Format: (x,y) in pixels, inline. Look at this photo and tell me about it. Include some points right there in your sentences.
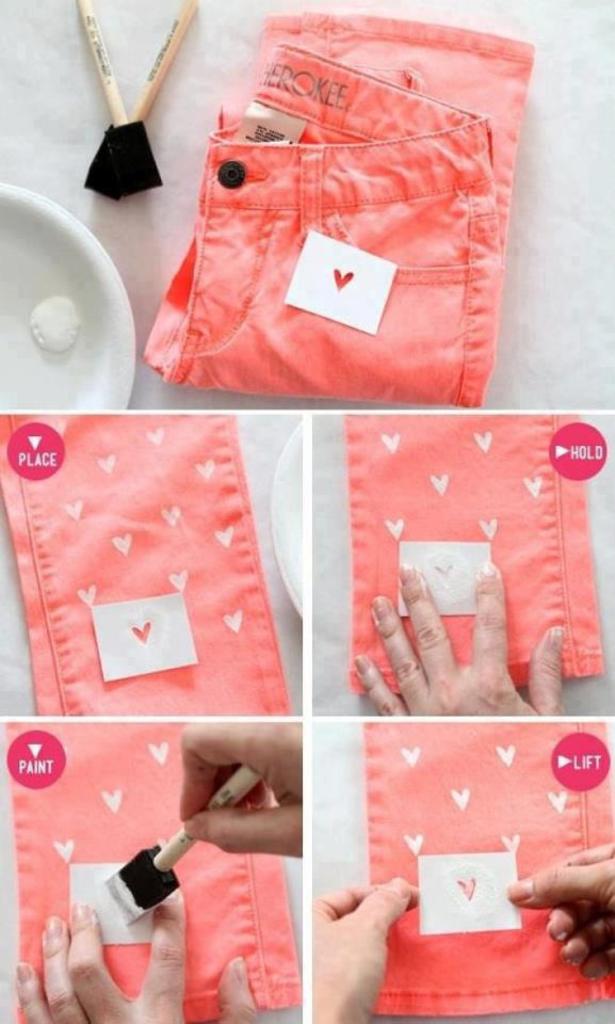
There are five images. In the first image, there is an orange color pant (289,177), on the white color table (585,264), near a white color plate (100,258) and an object (130,124). In the second image, there is an orange color pant (105,554) on the white color table (270,553), near a white color plate (287,495). In the third image, there is a person's hand (493,672) touching a card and orange color pant (371,542), which is on the white color table (594,697). In the fourth image, there is person (90,990) holding a card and orange color pant (239,918), which is on the white color table (295,1021) with one hand (65,950) and painting the card (108,871) with a brush (250,771) with the other hand (290,762). In the fifth image, there is a person (361,949) holding a card (476,906) with both hands (398,896), near a orange color pant (471,760), which is on the white color table (442,1014).
